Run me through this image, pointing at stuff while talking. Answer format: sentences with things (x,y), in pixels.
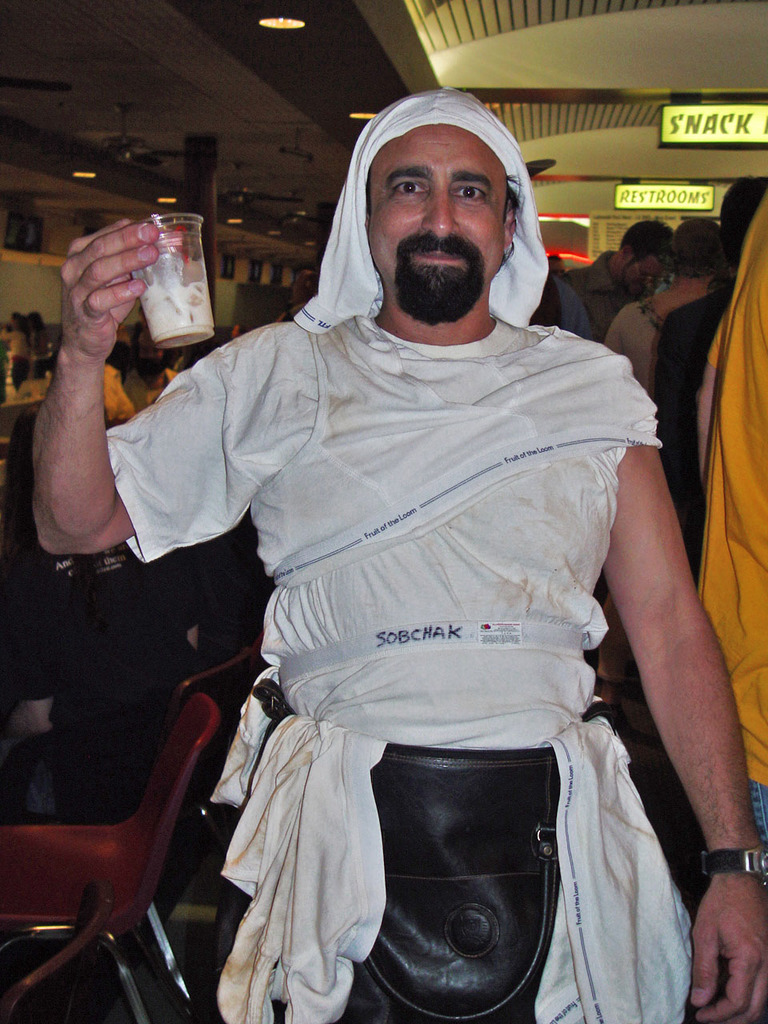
In this picture we can see a man (234,419) holding a glass of white drink (187,270) and looking at someone. In the background (726,370), we can see chairs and people (740,367) standing under the roof (364,30) with lights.
